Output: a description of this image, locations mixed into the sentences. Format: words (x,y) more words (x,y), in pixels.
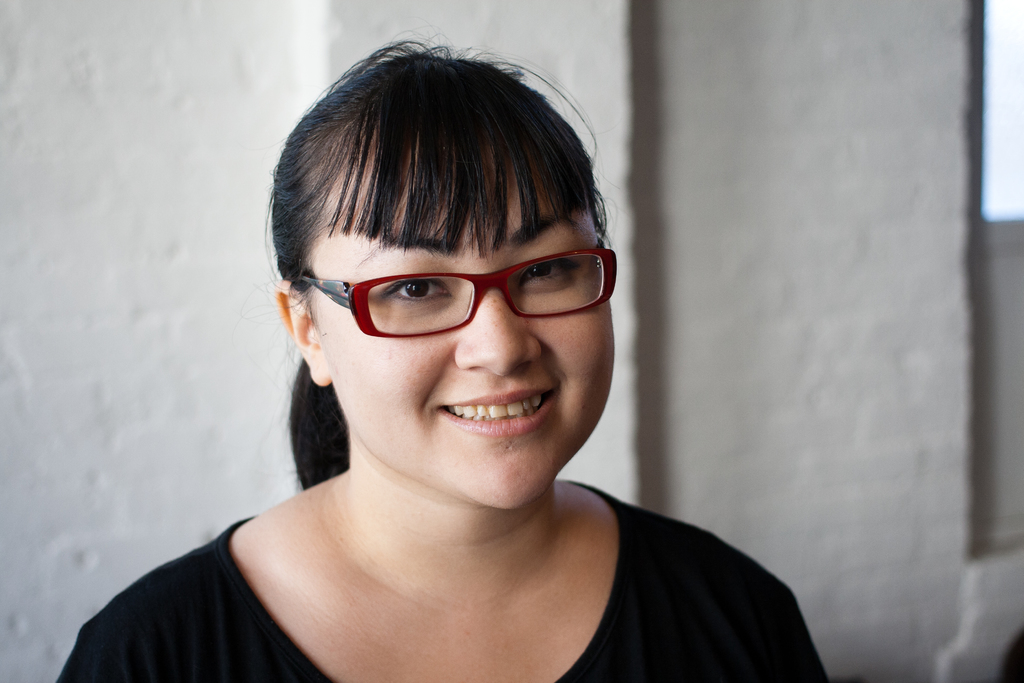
In this image there is person (555,661) wearing black dress (675,679) and spectacles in the foreground (515,394). There is a wall (642,28) in the background (642,28).
